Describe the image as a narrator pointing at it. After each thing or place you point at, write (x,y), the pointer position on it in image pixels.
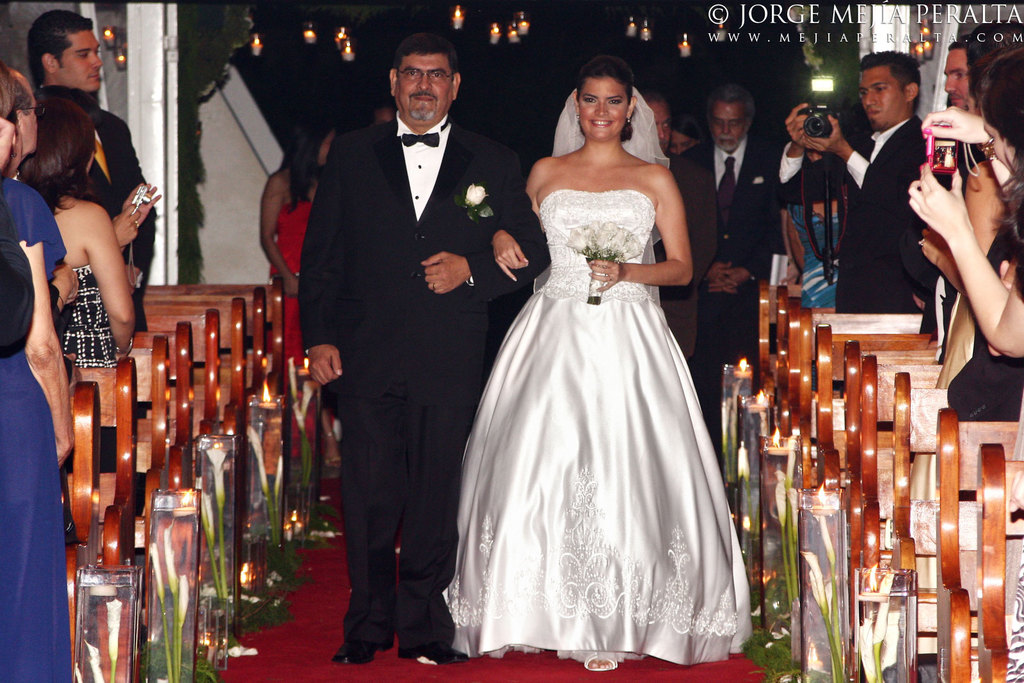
In the center of the image (440,338) there are two people (454,388). To the both sides of the image there are benches (215,414). There are people (750,234) standing. In the background of the image (257,36) there are lights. To the top of the image (816,38) there is some text (815,21) to the right side (960,20).
